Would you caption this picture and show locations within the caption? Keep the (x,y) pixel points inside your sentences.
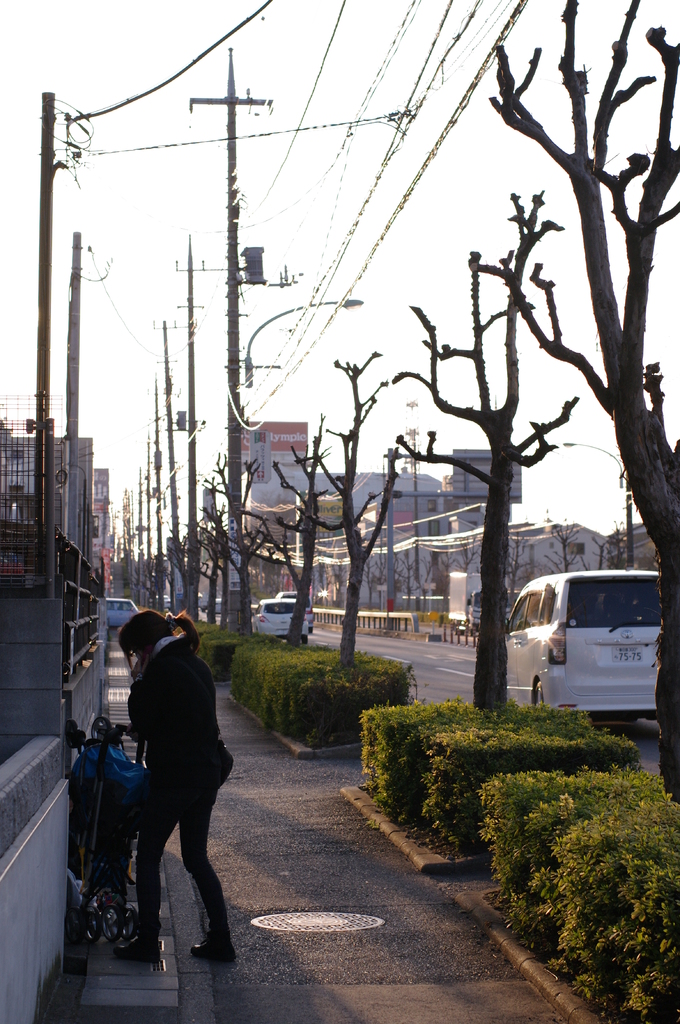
In this image there are a few vehicles (621,714) on the road (611,721), few buildings (475,542), streetlights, electric poles (259,250) and cables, a person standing on the pavement (256,855), garden plants (597,952), a few trees (353,572) without leaves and the sky (298,334).
